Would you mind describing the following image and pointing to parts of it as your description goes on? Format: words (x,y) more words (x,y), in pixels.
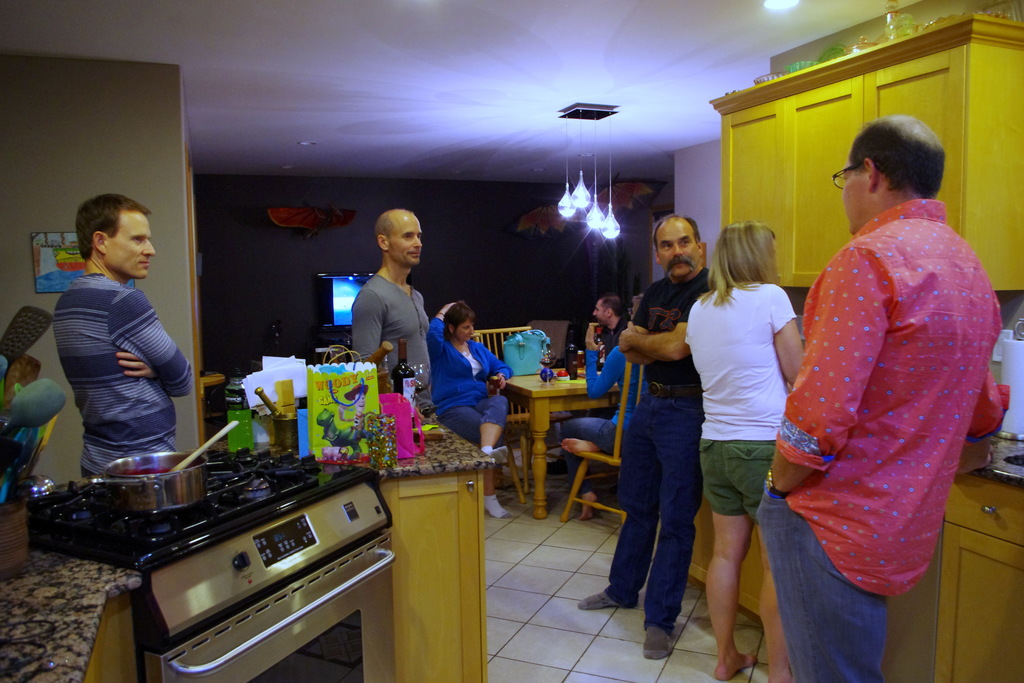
To the left side (50,576) there is a table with cup (20,551) and spoons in it. Beside the table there is a stove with saucepan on it. Beside the stove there is a table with packet (362,417), glass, bottle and few other items (381,421) on it. Behind the stove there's a man (100,297) with blue shirt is standing. To the right side (912,410) corner there is a man (894,341) with pink shirt (872,415) is standing. Beside him there is a lady (765,324) with white t-shirt (730,361) is standing. And beside her there is a man (675,291) with black t-shirt (673,312) is standing. In front of them to the wall (719,173) there are few cupboards (973,145). In the background (432,343) there are few people (591,432) sitting on the chairs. In front of them there is a table (542,404) with blue bag (526,354) and few other items (575,354) on it. Behind them to the wall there is a TV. To the top of the image (581,188) on the roof (578,146) there are four light bulbs (598,208) hanging.
